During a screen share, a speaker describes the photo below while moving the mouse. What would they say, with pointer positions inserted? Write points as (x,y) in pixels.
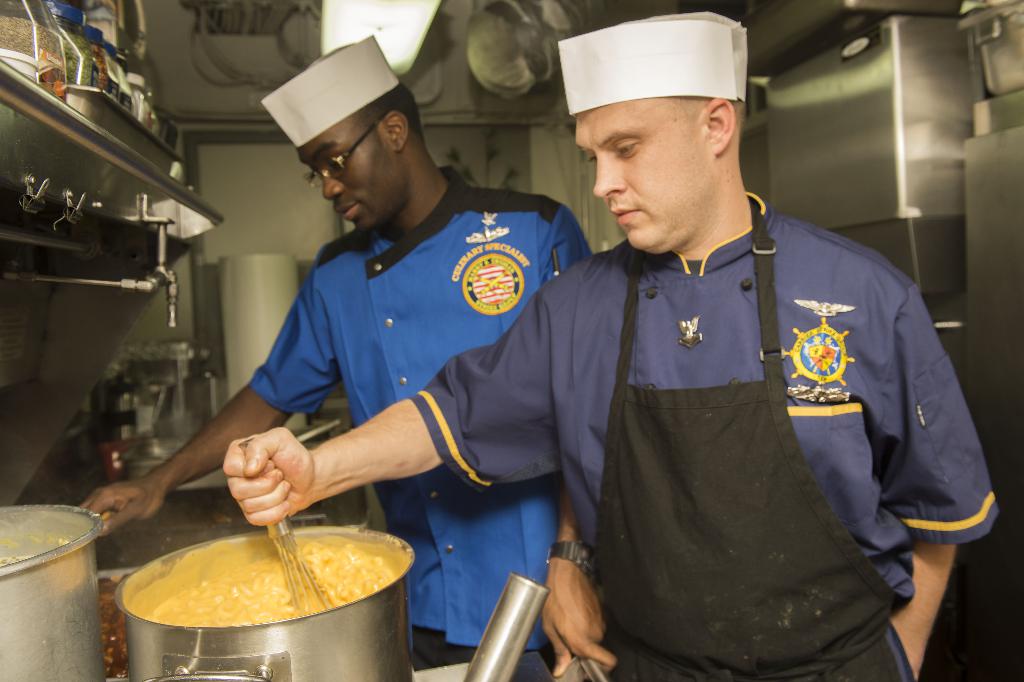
In this image we can see men (331,161) standing and holding utensils (274,543) in their hands (272,515). In the background (286,76) we can see walls (161,101), pet jars (147,101) and utensils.
